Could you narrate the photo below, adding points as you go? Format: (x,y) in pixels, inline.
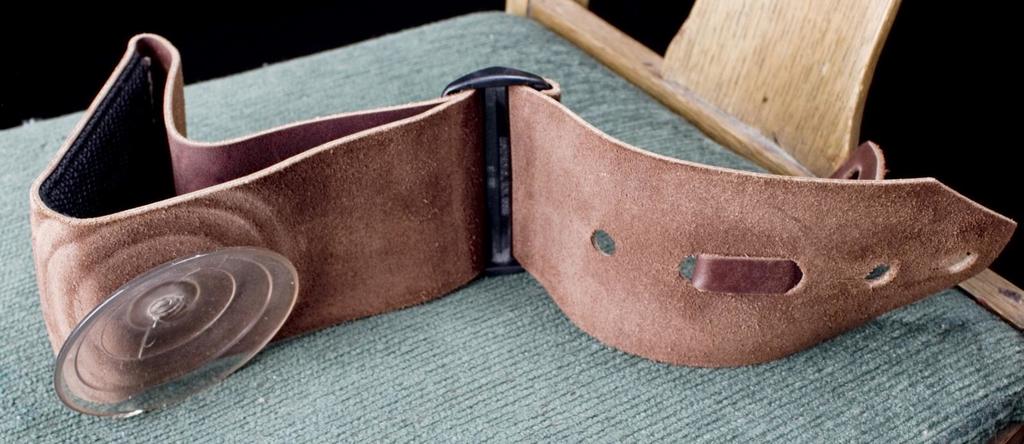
In this image we can see a belt (530,257) placed on the chair (472,411).
